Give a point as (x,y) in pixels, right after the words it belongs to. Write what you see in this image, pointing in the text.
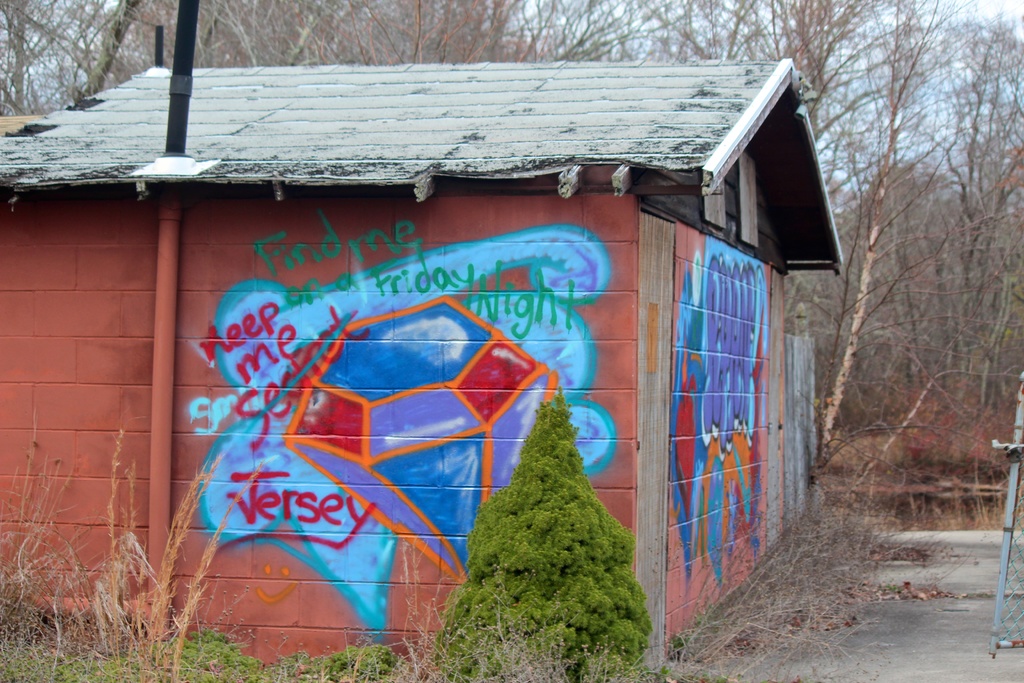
In this image there is a house (720,511), and there is graffiti (488,366) on the walls (472,331) of the house (772,468), and in the background (887,525) there are plants (646,643), trees (954,393), and sky (961,165).
